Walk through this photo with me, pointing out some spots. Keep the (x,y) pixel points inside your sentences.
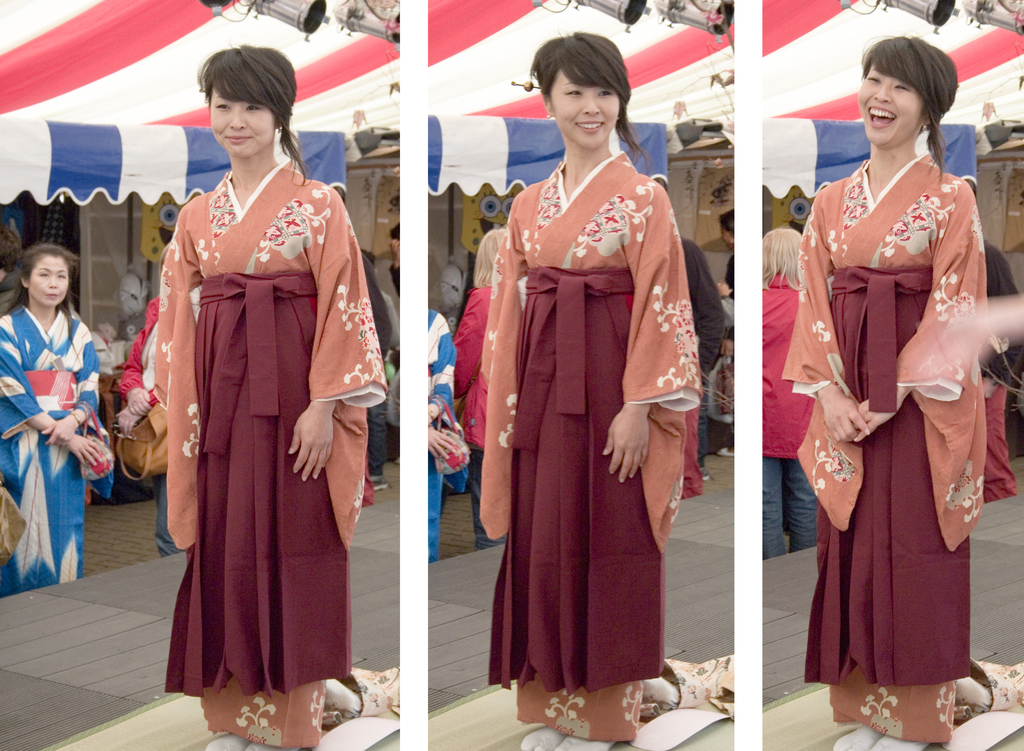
In this image on the left side (336,744) we can see a girl (268,740) and clothes (321,718) on a stage (109,656) and in the background (113,347) we can see few persons (143,341), objects (107,360) and tent (153,174). In the middle (618,443) we can see a girl (629,557) and clothes (689,687) on a stage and in the background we can see few persons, objects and tent (475,54). On the right side (928,221) we can see a girl (906,499) and clothes (896,541) on a stage (1003,538) and in the background (868,11) we can see few persons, objects (1004,1) and tent (962,42).
